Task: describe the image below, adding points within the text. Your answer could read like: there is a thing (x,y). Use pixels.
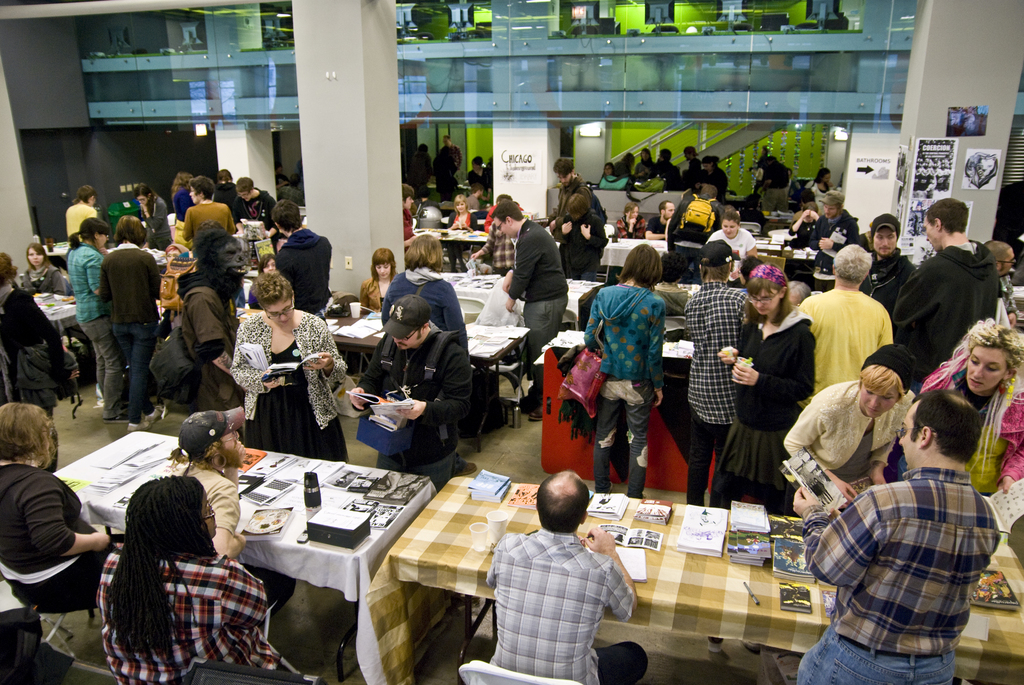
There are group of people (385,309) here sitting and standing and on the table (676,602) there are books (257,512) and pen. On the wall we can see posters (902,181), hoardings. And this is the glass railing (664,49).
